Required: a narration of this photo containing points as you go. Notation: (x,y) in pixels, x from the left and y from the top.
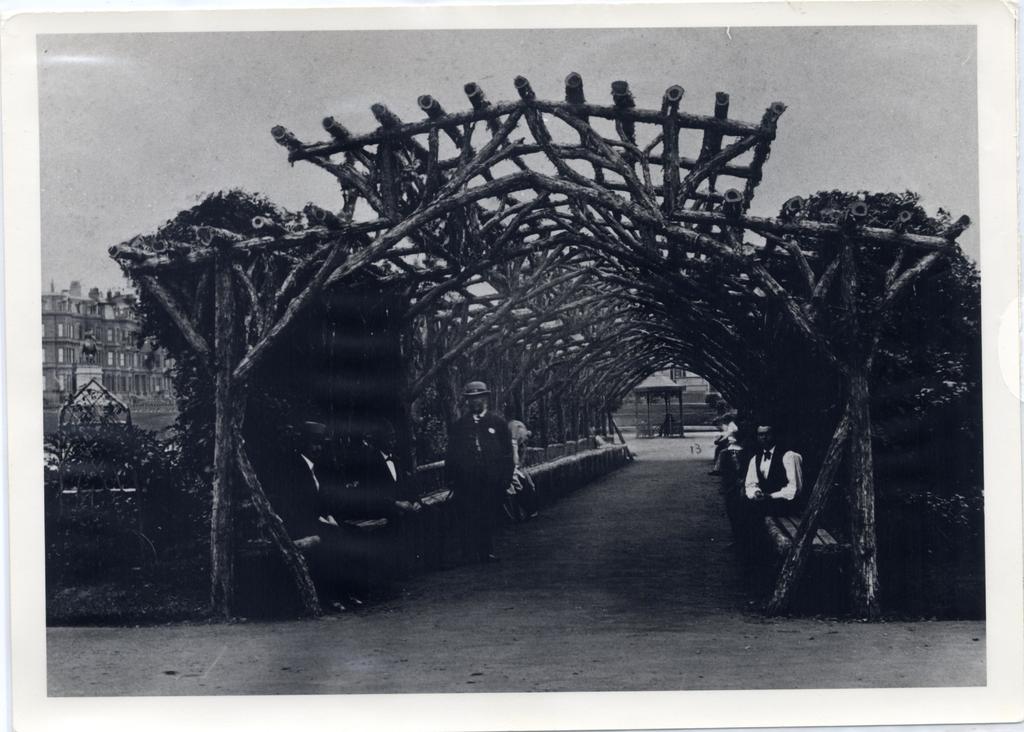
In this image I can see the black and white picture in which I can see the ground (494,575), few persons (493,474) standing, few persons (765,494) sitting and a structure (583,398) which is made up of wooden logs (461,262). In the background (62,332) I can see few trees (901,370), few buildings (61,348) and the sky (821,104).
